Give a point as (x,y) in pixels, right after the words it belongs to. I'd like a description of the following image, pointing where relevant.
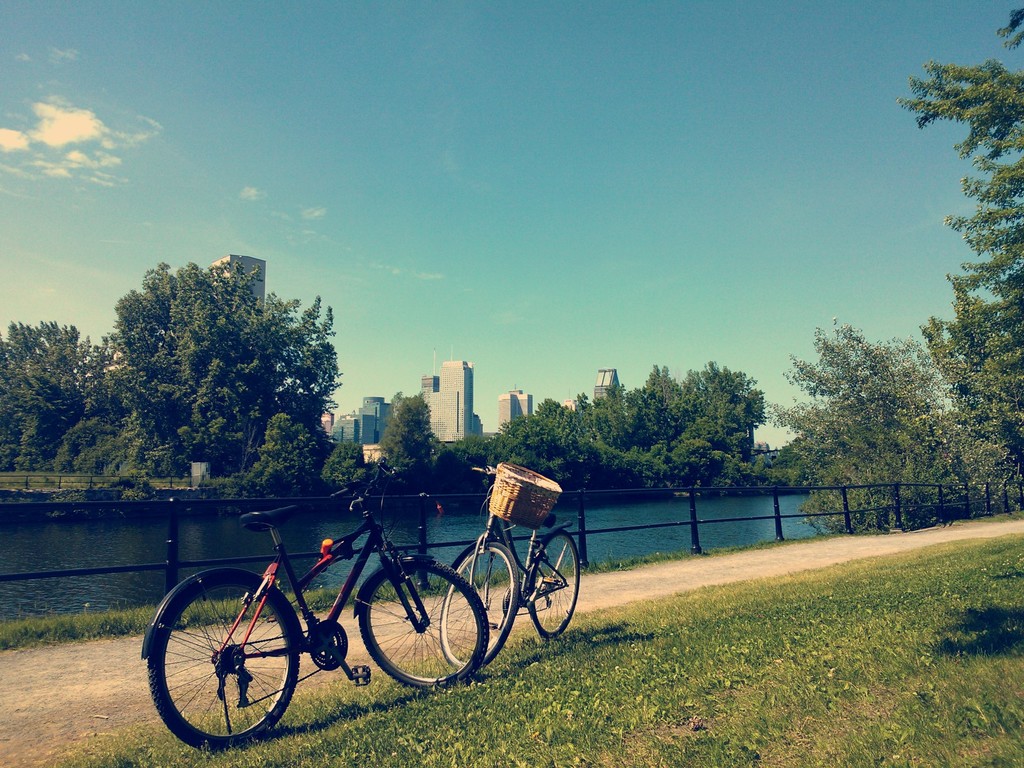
In this image I can see two bicycles (172,595). I can see a path (60,691). There is some grass (609,644) on the ground (685,604). I can see a railing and the water surface (312,582). There are few trees (249,349) and buildings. At the top (339,153) I can see clouds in the sky (471,235).
